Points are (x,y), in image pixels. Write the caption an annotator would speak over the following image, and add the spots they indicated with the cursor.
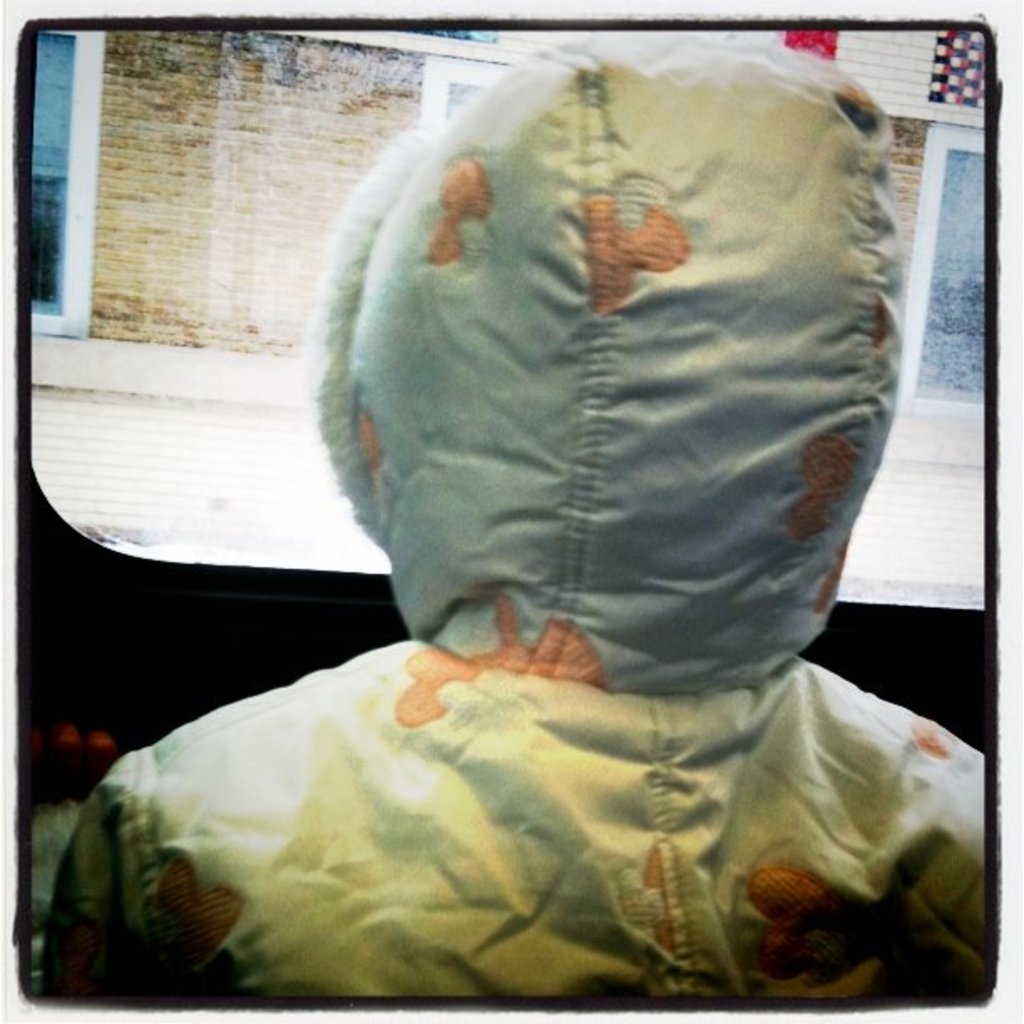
In this image, we can see back view of a person (792,662).
